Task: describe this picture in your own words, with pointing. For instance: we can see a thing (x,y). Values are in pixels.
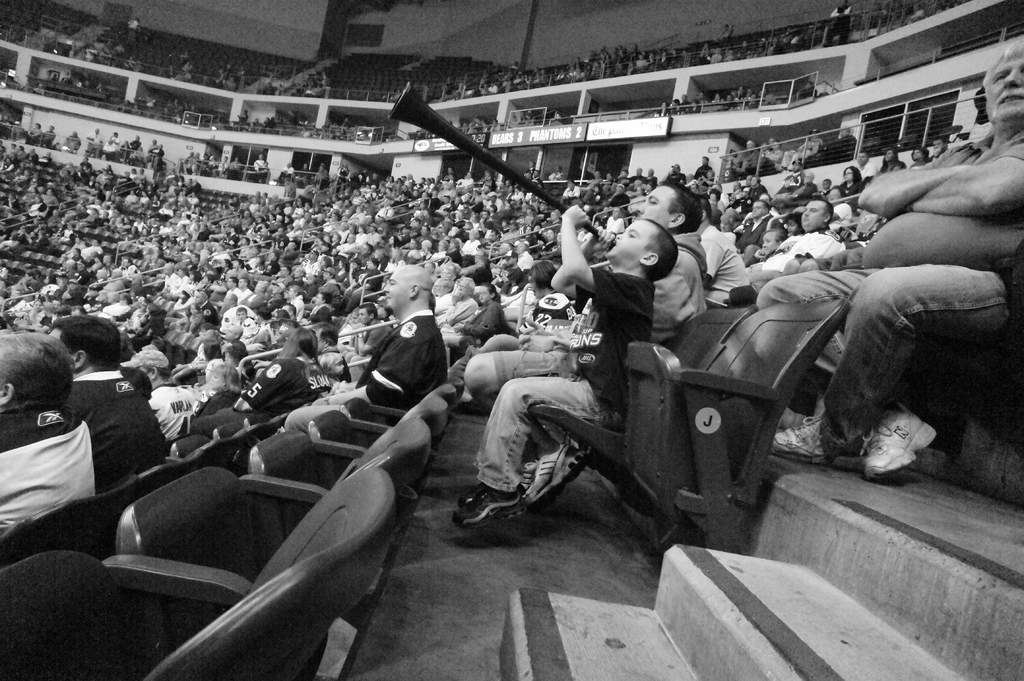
This is a black and white image in this image there are group of people (793,260) who are sitting, and at the bottom (504,622) there are some stairs (828,600) and in the background (467,32) there is a wall (663,80) and some boards (429,138).
